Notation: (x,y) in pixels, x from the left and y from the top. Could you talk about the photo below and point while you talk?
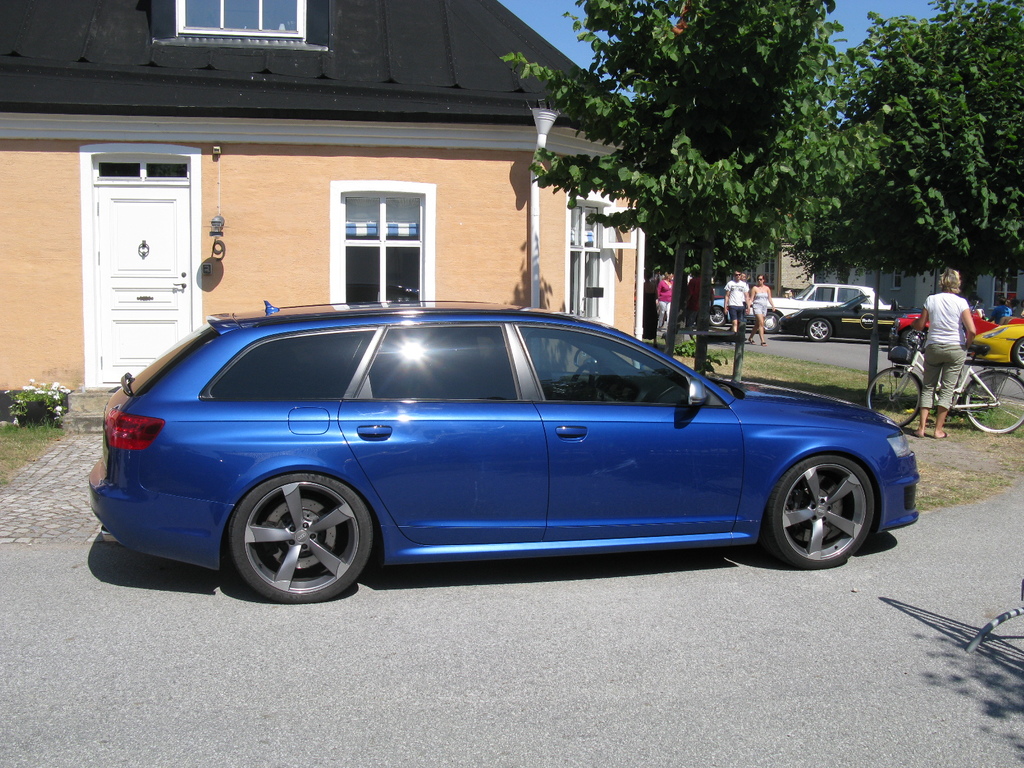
In this image we can see few houses (277,232) and plants (32,391). There are many vehicles (812,319) in the image. There are flowers (56,386) to the plant (55,399) at the left side of the image (42,391). There is a lamp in the image. There are few objects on the wall (260,233). There is a blue sky (866,20) in the image.
